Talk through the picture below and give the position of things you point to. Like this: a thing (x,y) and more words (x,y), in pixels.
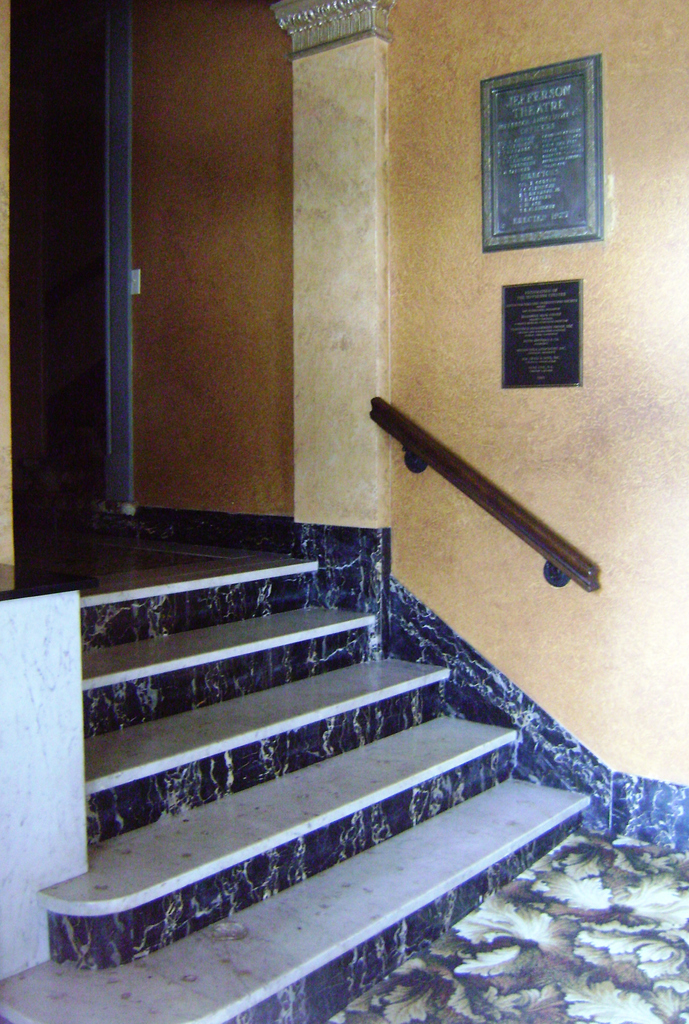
In this image, we can see stairs (248,684), walls (623,626), floor (628,920) and wooden object (471,493). Here we can see frames (578,214) on the wall (620,72).
